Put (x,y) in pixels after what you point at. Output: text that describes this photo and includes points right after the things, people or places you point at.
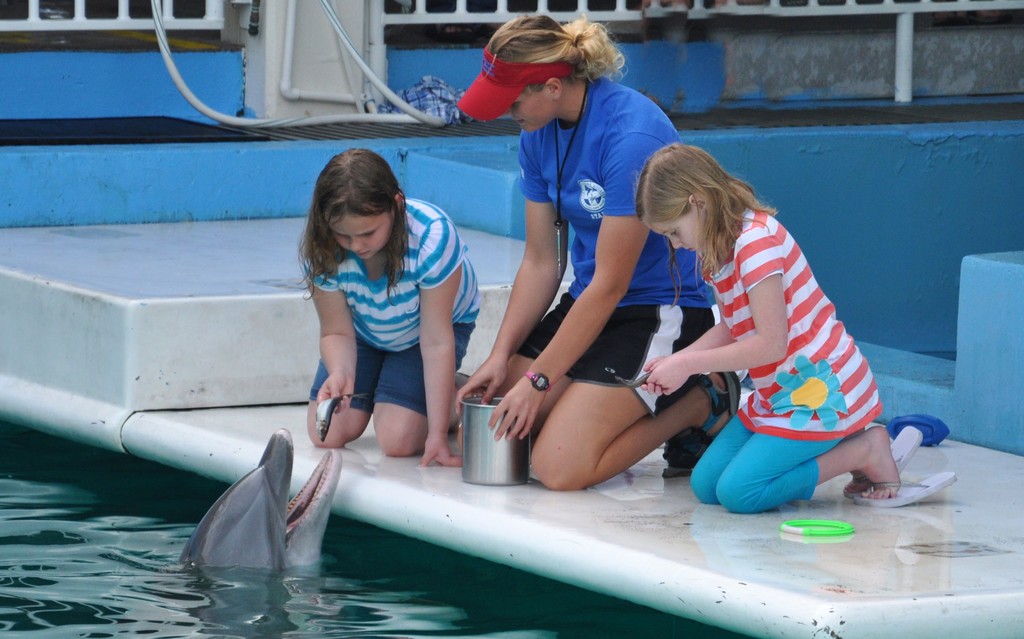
In this image on the floor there are two girls (366,226) and a lady (625,183) are in crouch position. the lady (559,341) is holding a container (485,430). This girl (361,205) is feeding fish (327,417) to a dolphin (295,536) in the water body (243,579). in the background (310,68) there are walls (922,234).
